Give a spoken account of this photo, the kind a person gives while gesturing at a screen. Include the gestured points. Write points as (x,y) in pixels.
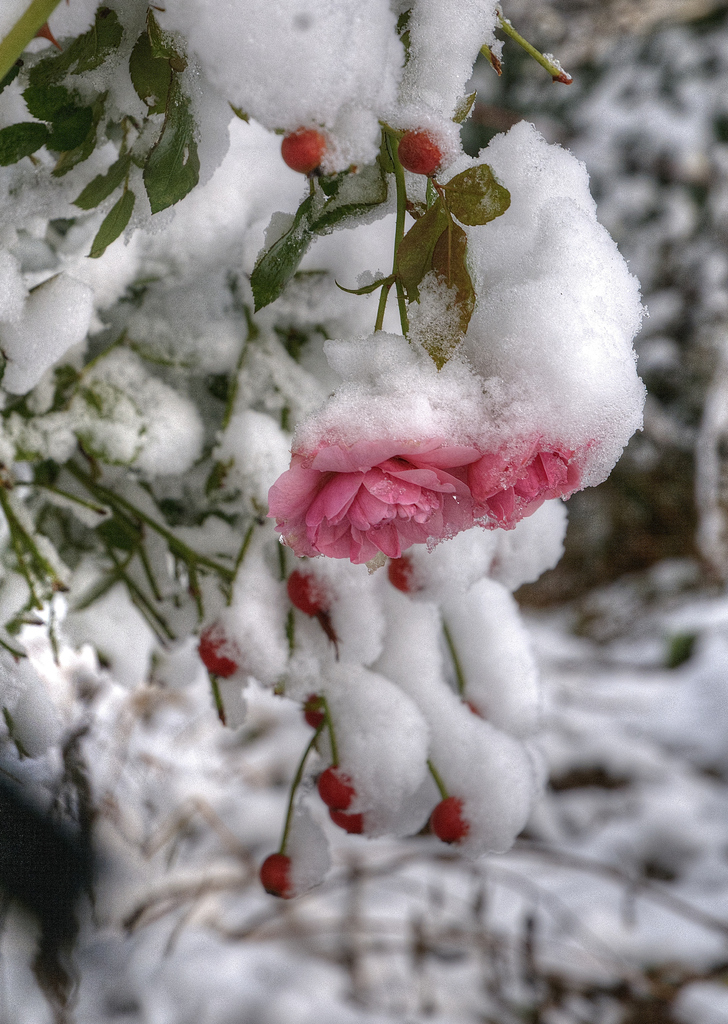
In the picture I can see some fruits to the tree (106,360) and there is full of snow (181,252).
